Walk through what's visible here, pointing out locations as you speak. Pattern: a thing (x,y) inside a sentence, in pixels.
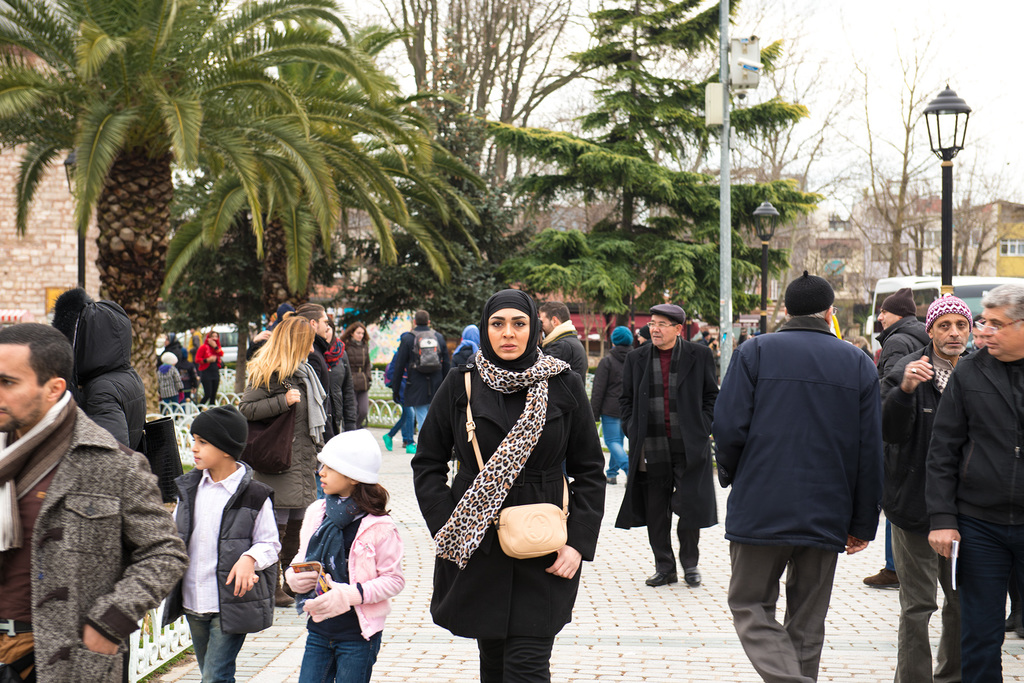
In this image we can see many people (764,552). Some are wearing caps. One lady (548,474) is holding a bag (528,508). There are many trees (700,221). On the right side (943,178) there is a light pole (943,178). In the background (1011,228) there are buildings (5,162). Also there is sky (791,80).
